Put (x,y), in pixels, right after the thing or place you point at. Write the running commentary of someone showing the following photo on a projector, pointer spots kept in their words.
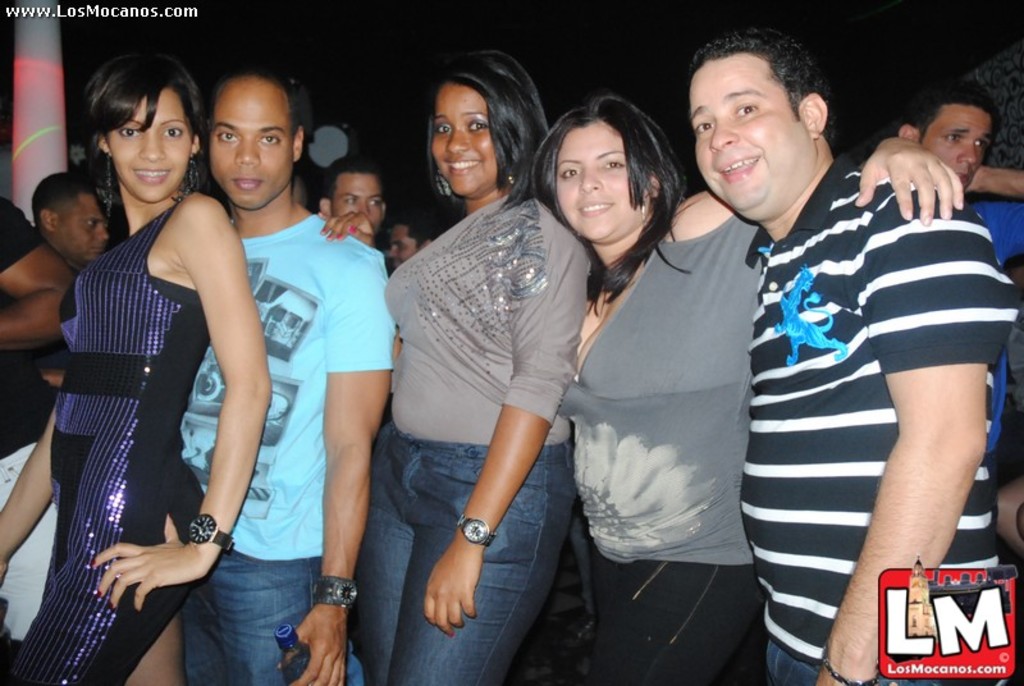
In this image, there are five people (788,360) standing and smiling. Behind these people (112,267), I can see a group of people (929,134) standing. On the left side of the image (44,154), I can see a pillar (46,87). The background (874,30) looks dark. On the left side of the image (28,39), there is a pillar (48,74). At the bottom right corner (885,658) and the top left corner of the image (170,15), I can see the watermarks (974,575).
